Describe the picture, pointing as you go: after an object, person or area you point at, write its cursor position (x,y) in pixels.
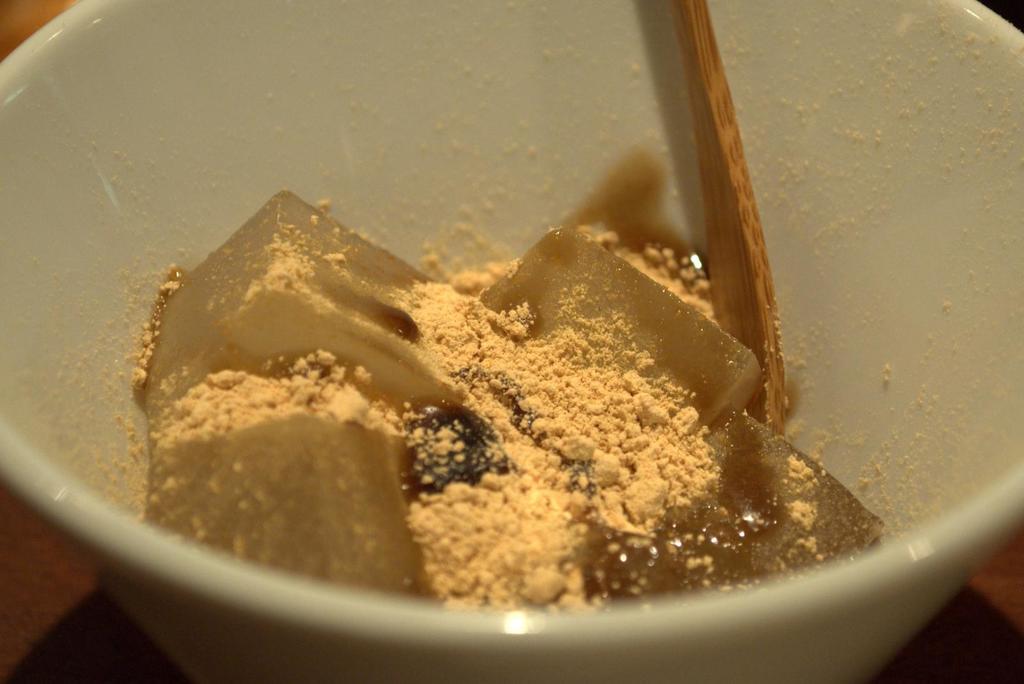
In this image we can see a bowl (915,449) containing food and a spoon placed on the surface (19,677).
